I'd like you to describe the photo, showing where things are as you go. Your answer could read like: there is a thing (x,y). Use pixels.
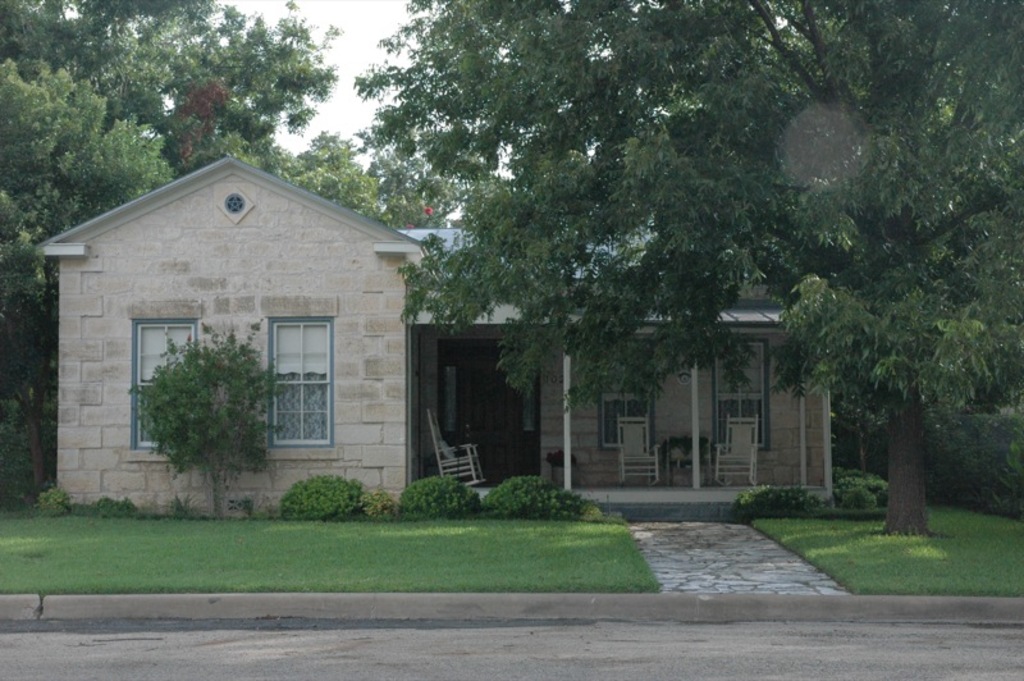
In the center of the picture (488,453) there are plants (311,503), house (311,384), chairs (635,422), windows (620,411) and trees (777,109). In the foreground (71,617) there are road (367,658) and grass (506,535).
